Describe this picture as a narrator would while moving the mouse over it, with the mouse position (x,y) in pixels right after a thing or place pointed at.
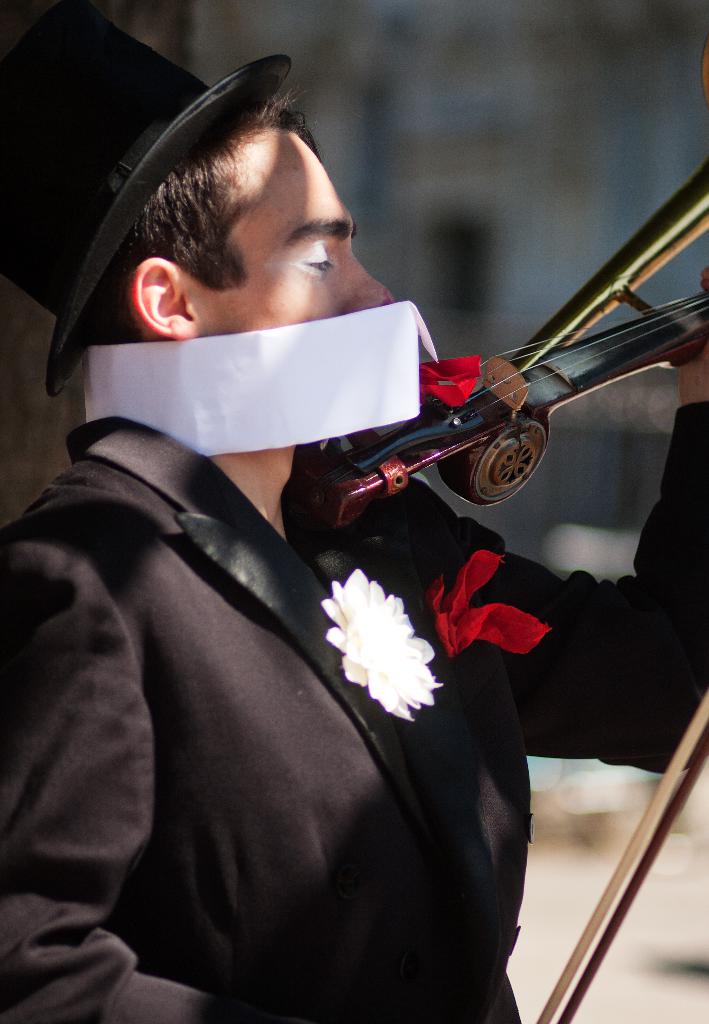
In the image there is a man (307,205) in suit (255,853) and hat (123,158) playing violin (592,379).
